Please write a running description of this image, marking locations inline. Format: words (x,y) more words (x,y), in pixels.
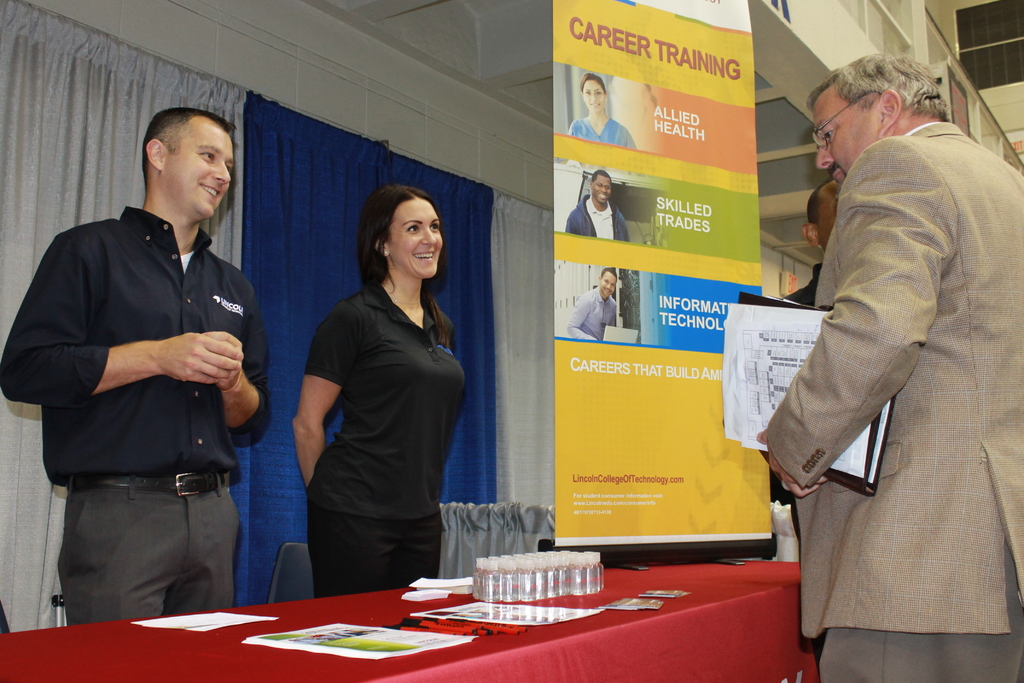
In this image, there are two persons (257,406) standing and wearing clothes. There is a table (406,605) at the bottom of the image (591,567) contains some bottles (563,586). There is a banner (583,379) in the middle of the image (675,294). There is an another person (846,270) on the right side of the image (893,262) standing and holding a file (793,366) with his hand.
